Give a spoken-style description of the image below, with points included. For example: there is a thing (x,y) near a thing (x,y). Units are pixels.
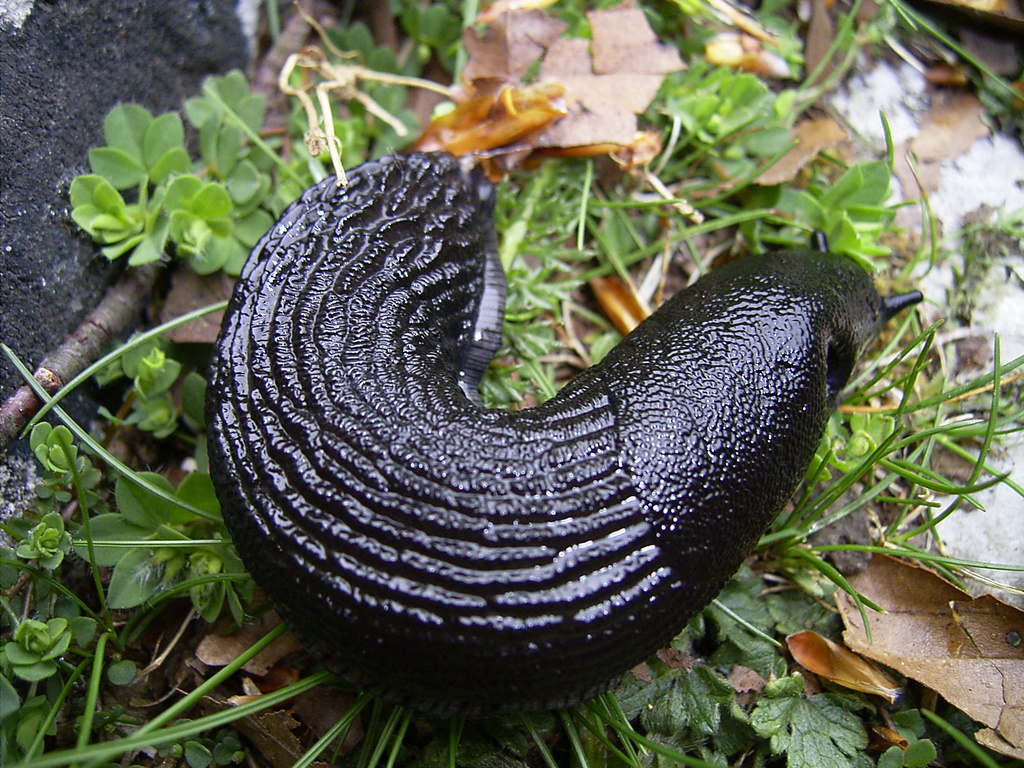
In the center of the image (419,273) we can see the slug (750,413). In the background of the image (702,763) we can see the plants (219,602) and dry leaves (899,579). On the left side of the image (205,13) we can see the stone (236,13).
